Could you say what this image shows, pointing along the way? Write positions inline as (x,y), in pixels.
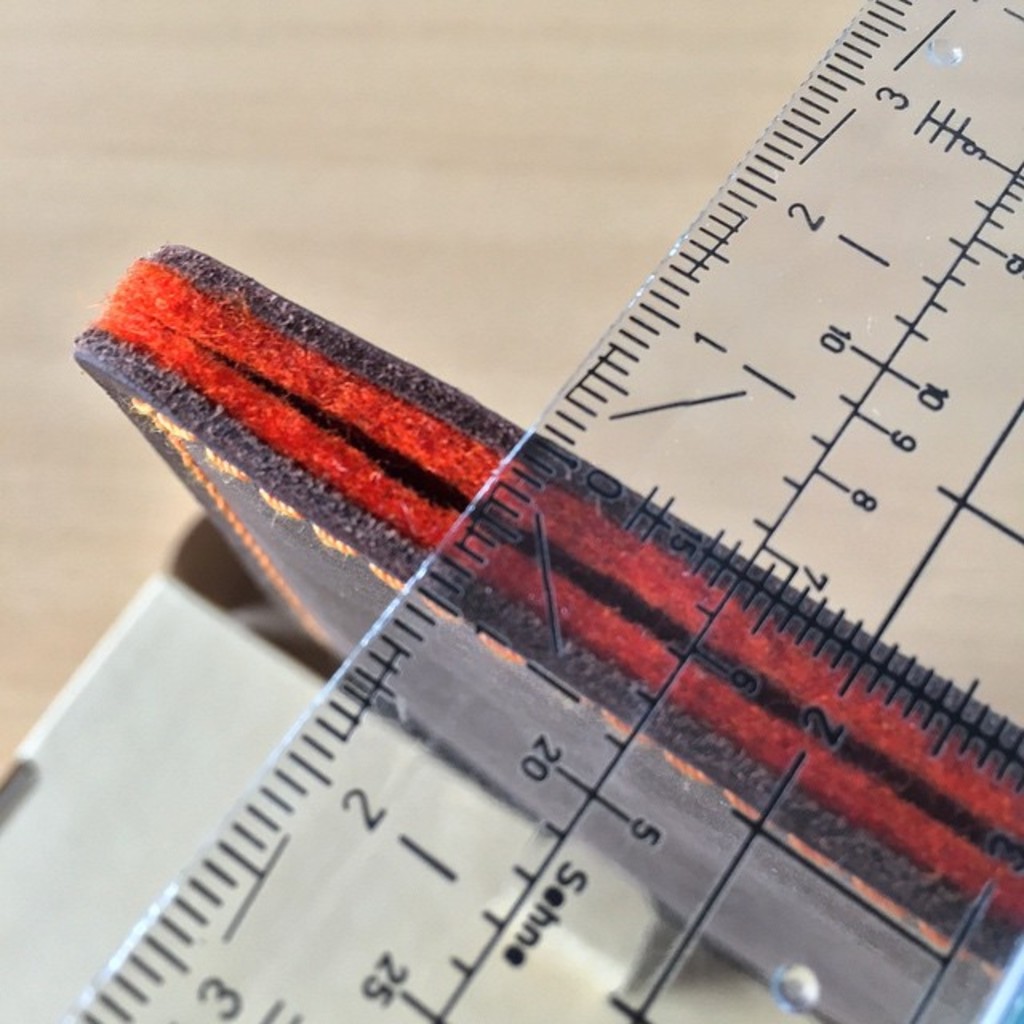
In this picture we can see a scale (571,875), some objects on a platform (512,303).
